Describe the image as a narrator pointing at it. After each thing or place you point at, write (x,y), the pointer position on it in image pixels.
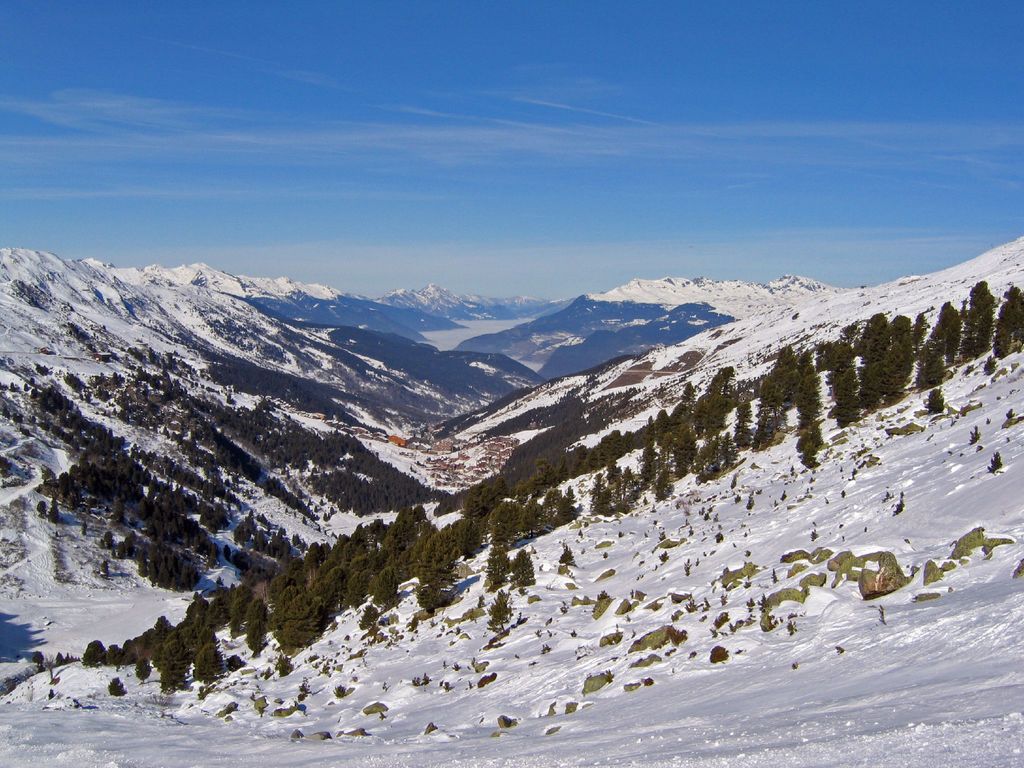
This image is taken outdoors. At the top of the image (173,131) there is a sky (579,141) with clouds (114,114). At the bottom of the image (377,554) there are a few hills (395,295) and there are many trees (226,621) and plants (162,690) covered with snow (111,733).
